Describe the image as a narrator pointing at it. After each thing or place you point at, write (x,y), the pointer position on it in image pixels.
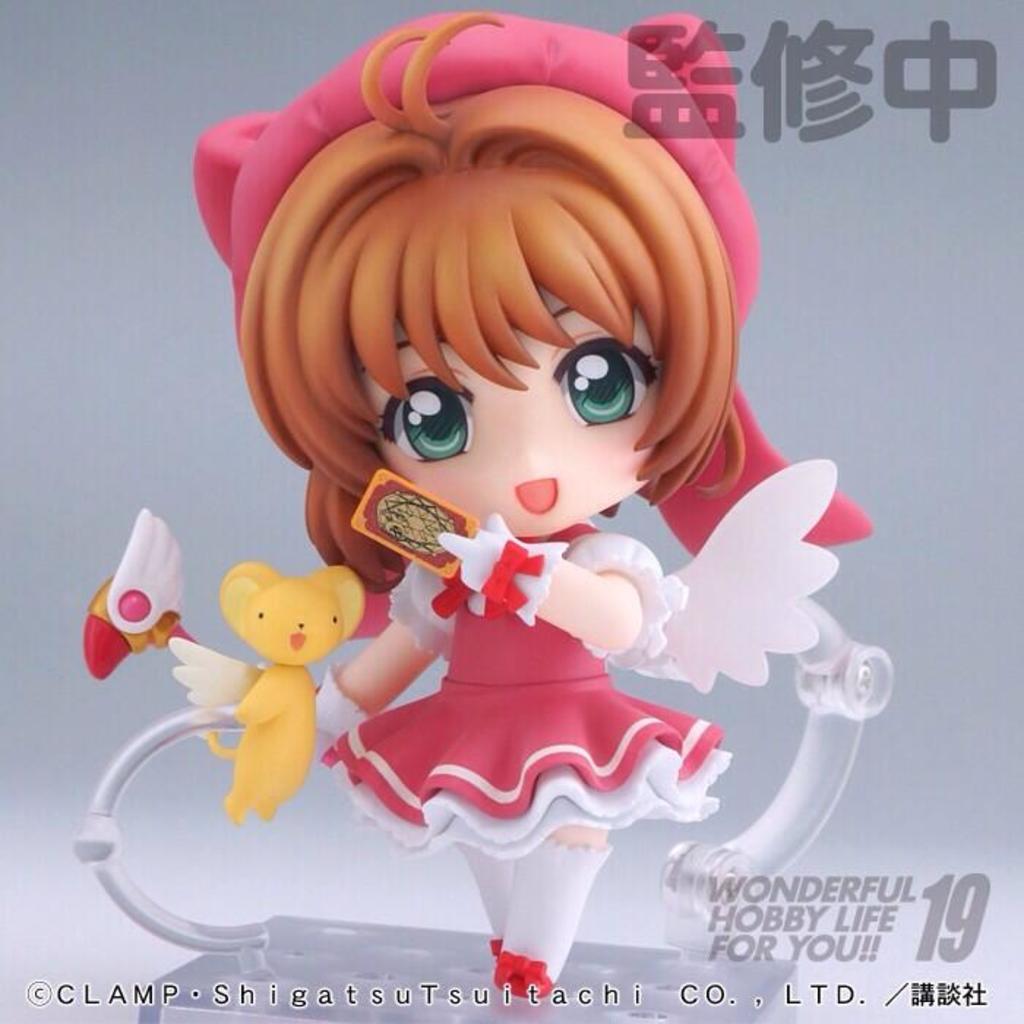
This is an animated image. We can see a person (473,591) holding some objects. We can see the ground (697,948) with some objects (317,924). We can also see some text (68,1006) at the bottom (745,986) and in the top right corner (835,108). We can see some text (962,906) on the bottom right corner (737,928).
